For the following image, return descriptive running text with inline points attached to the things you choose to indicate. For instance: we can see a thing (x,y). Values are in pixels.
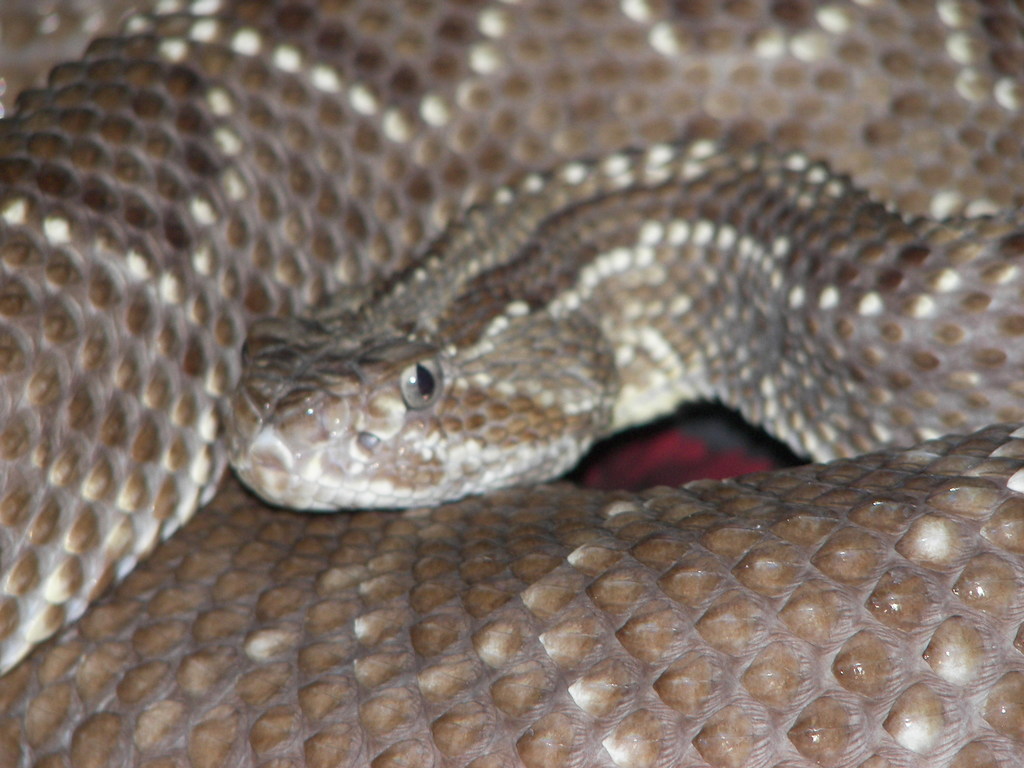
This image consists of a snake (277,338).
